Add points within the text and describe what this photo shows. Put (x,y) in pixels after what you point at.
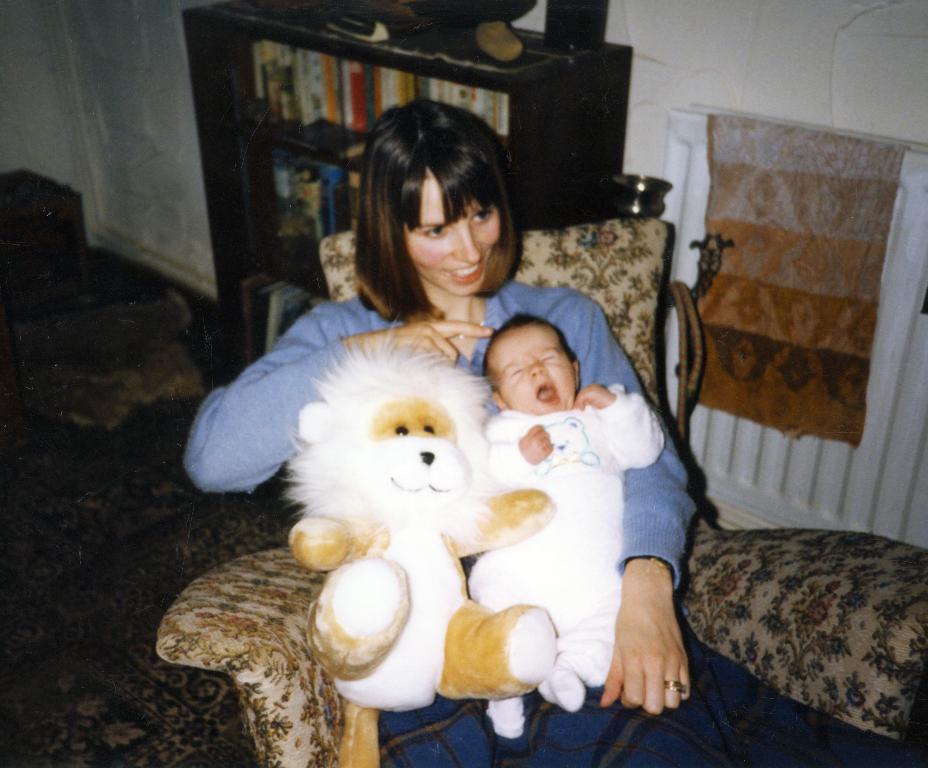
In this image, there are a few people (535,481) on the sofa (300,619). We can also see a doll (313,536). We can see the ground (121,638). We can see the wall (918,95) with a white colored object (767,486) and some cloth (762,211). We can also see some shelves (268,144) with objects (364,75). We can also see an object (1,396) on the left (2,370).
